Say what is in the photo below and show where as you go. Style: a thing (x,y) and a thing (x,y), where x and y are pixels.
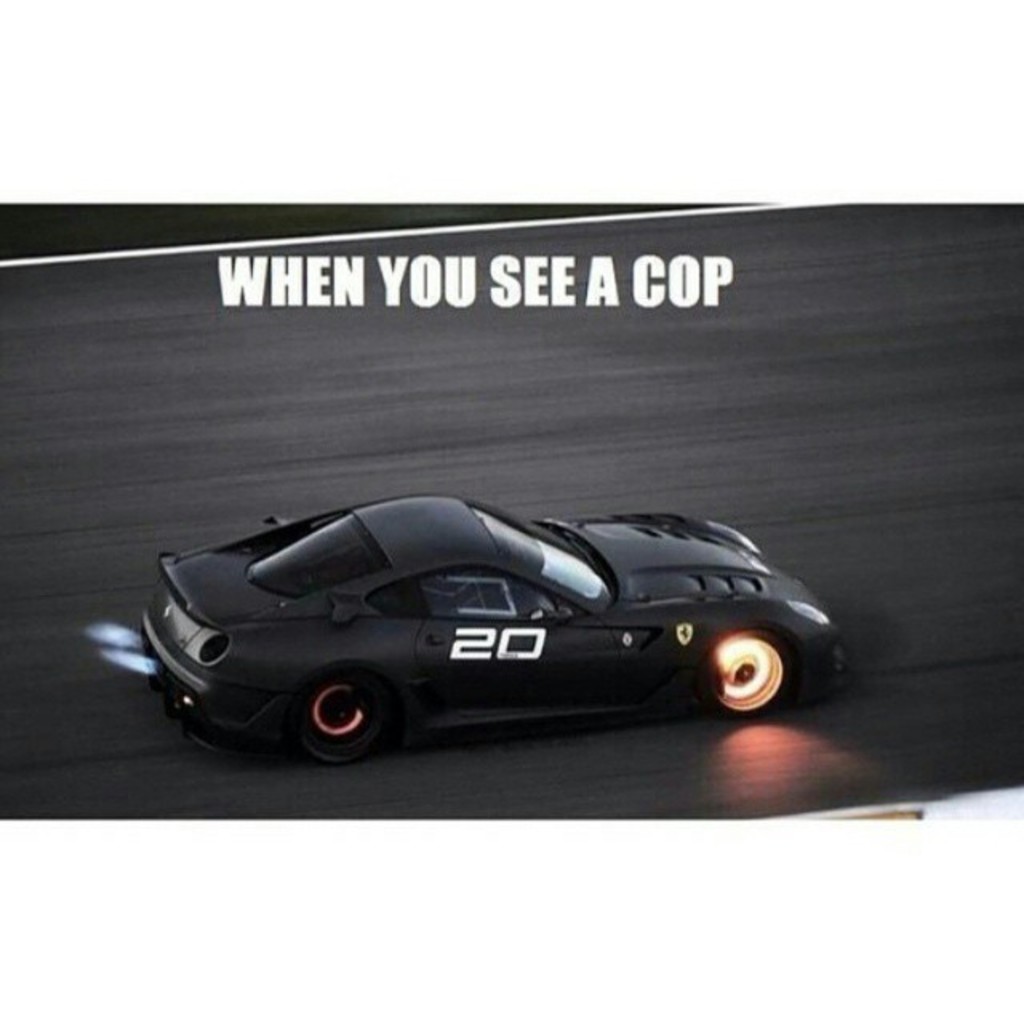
In the image there is a poster (532,501). On the poster (599,429) there is a car (582,607) on the road (582,431). And also there is text (255,297) on the poster (566,302).
